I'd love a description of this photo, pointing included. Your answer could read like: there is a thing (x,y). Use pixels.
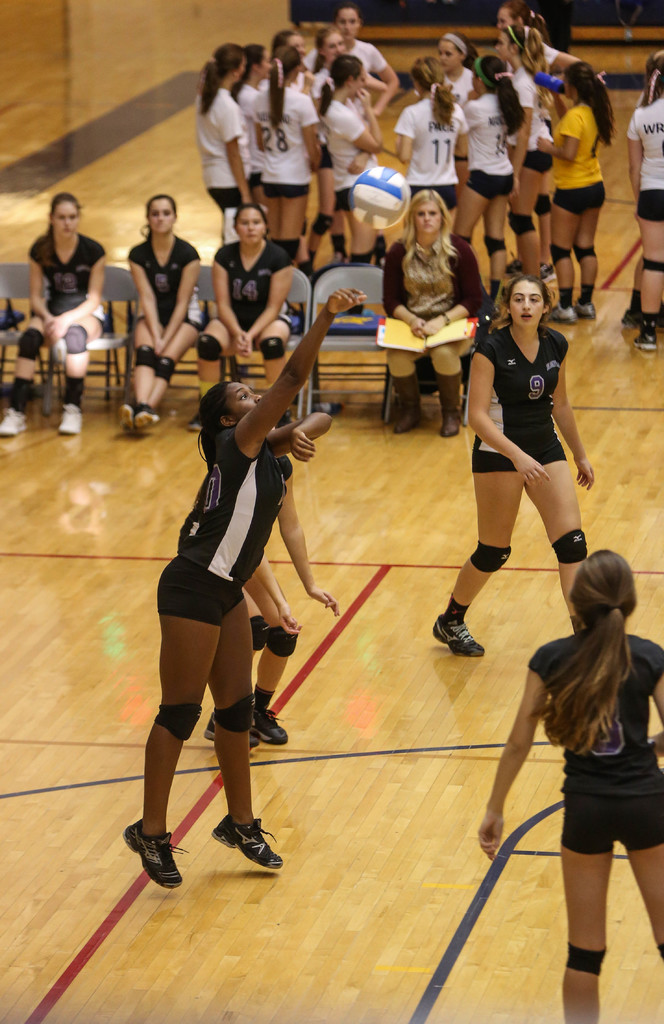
In this image there are a few girls (310,571) playing with a volleyball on the ground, back of them there are a few girls (406,306) sitting on the chairs (361,338) and some are standing.
